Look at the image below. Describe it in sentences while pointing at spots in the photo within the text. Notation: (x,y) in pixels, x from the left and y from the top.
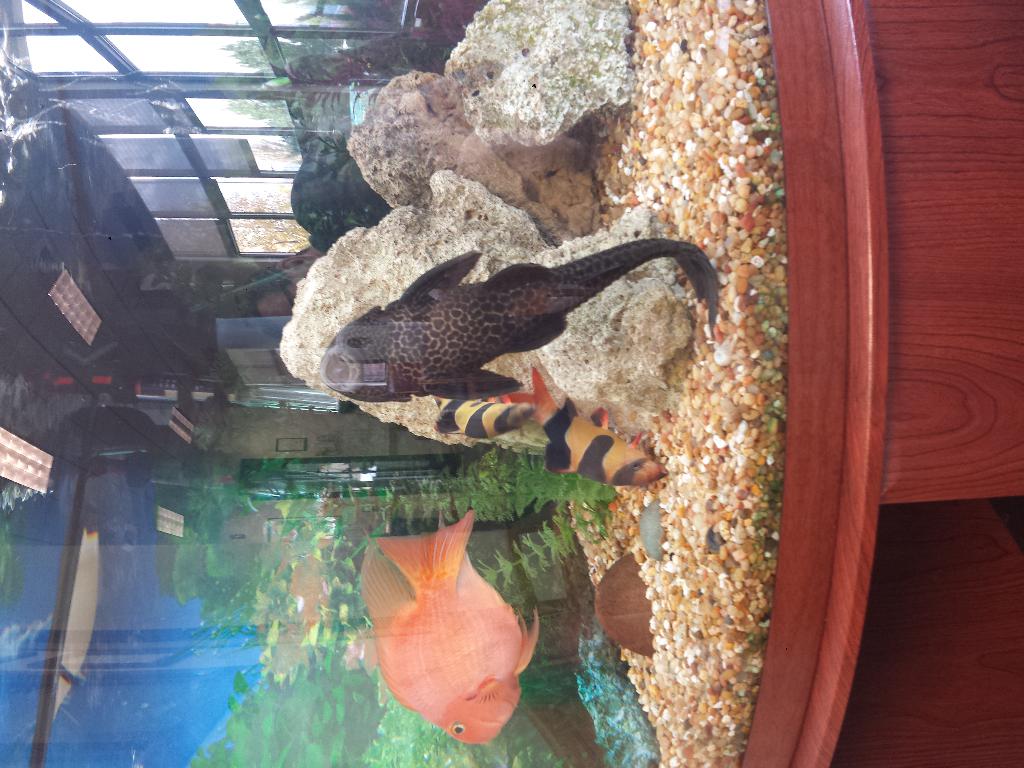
In this image I can see an aquarium (263,499). There are some fishes (537,423) in the aquarium (329,423).
